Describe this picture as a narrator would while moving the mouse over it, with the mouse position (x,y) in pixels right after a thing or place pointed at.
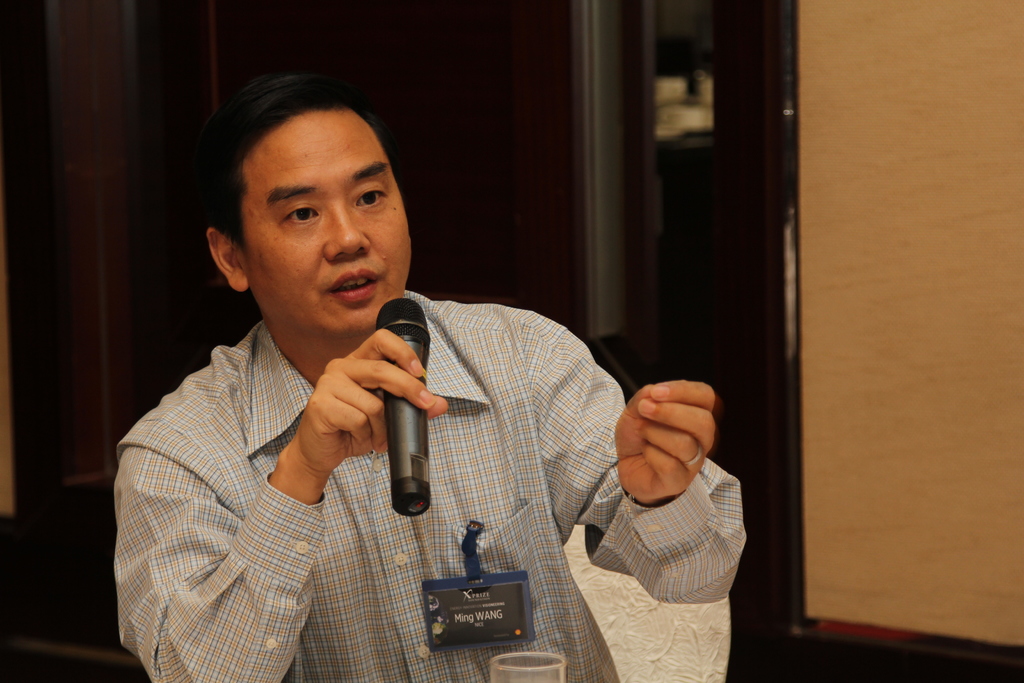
A man (271,488) wearing a shirt (386,531) is holding a mic (416,349) and talking. On his pocket (508,549) there is a badge (501,593). In the background (798,175) there is a wall (966,230).
